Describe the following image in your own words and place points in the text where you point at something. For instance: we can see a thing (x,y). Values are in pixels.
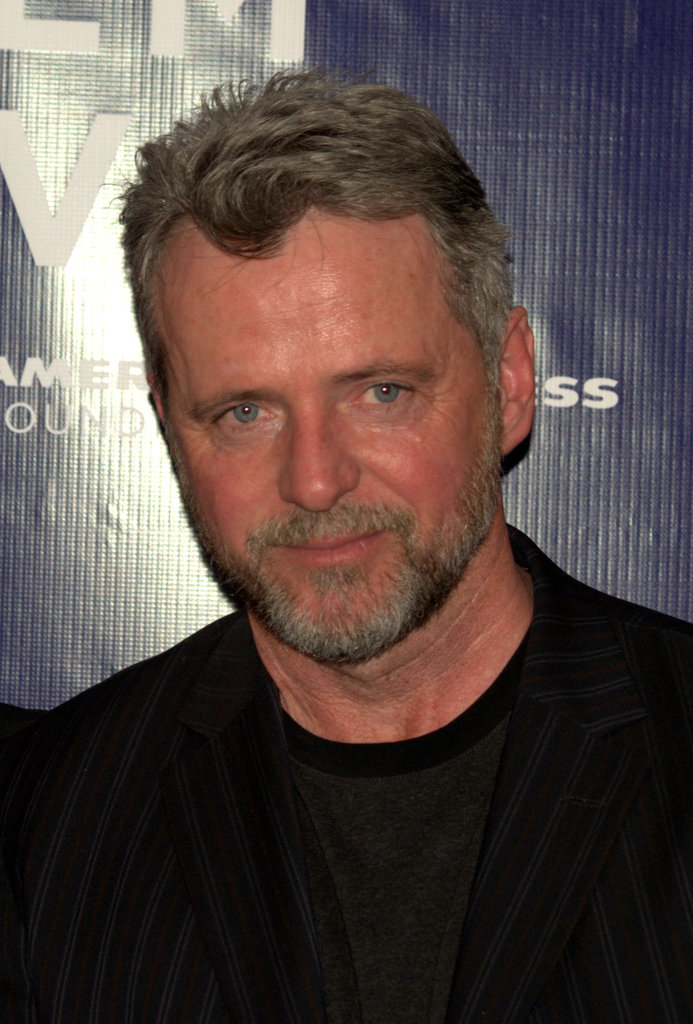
In this image there is a person (317,606), behind the person (352,327) there is a banner (113,338) with text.
